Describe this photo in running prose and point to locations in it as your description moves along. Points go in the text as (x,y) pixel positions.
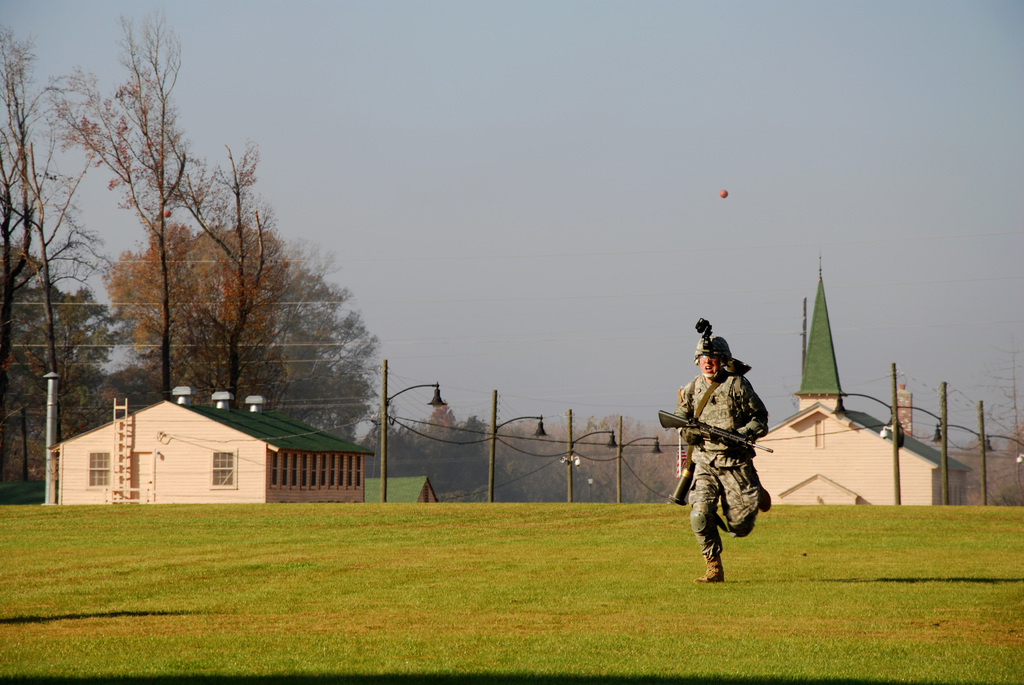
On the right side (705,492) a man (746,481) wore army dress (717,410), holding the weapon (757,448) and running in the ground (646,623). In this image there are buildings (349,466), on the left side (291,390) there are trees (325,327), at the top (580,195) it is the sky (587,187).
